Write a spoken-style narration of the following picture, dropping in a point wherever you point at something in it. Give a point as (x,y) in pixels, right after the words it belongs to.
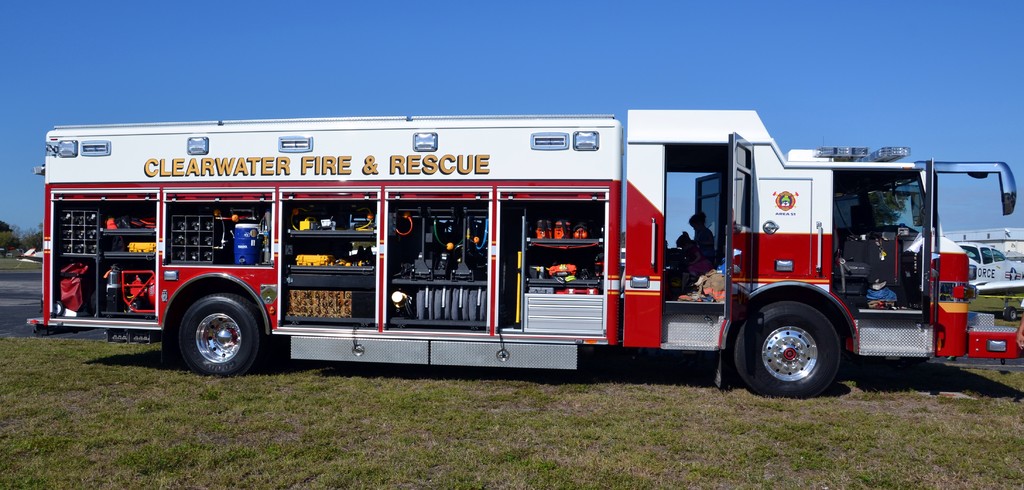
In this image we can see a fire rescue truck (80,198). At the bottom of the image (396,414) there is grass (396,414). At the top of the image (540,50) there is sky (482,86). To the left side of the image (19,285) there is road (15,302).
